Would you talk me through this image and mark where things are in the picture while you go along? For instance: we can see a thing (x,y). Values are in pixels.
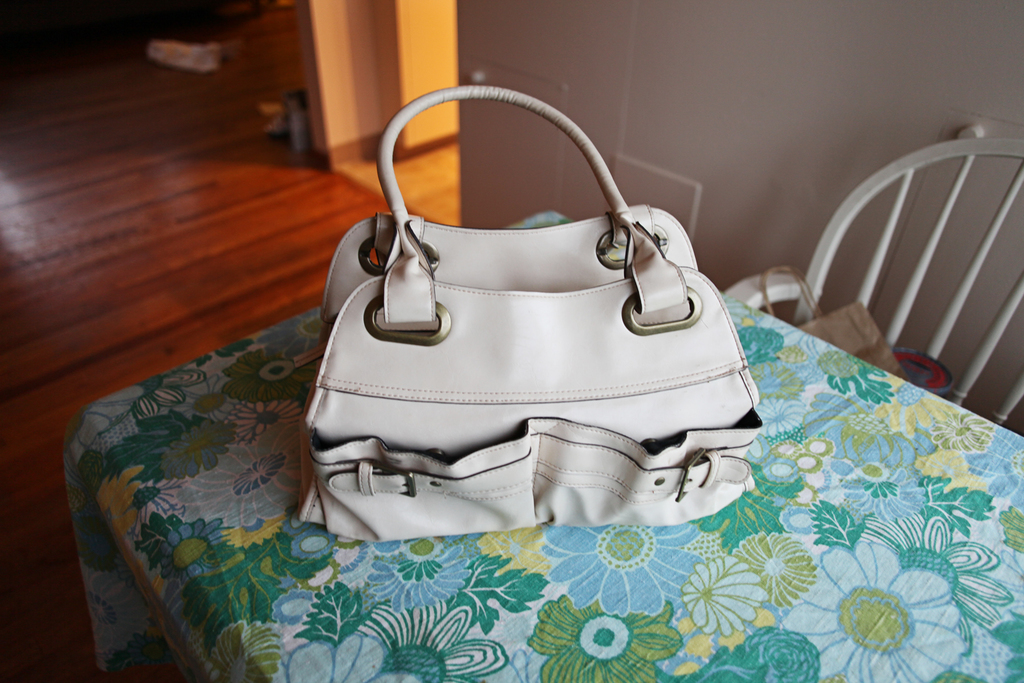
A hand bag (520,416) is on the table (564,537) beside it there is a chair (908,187).
